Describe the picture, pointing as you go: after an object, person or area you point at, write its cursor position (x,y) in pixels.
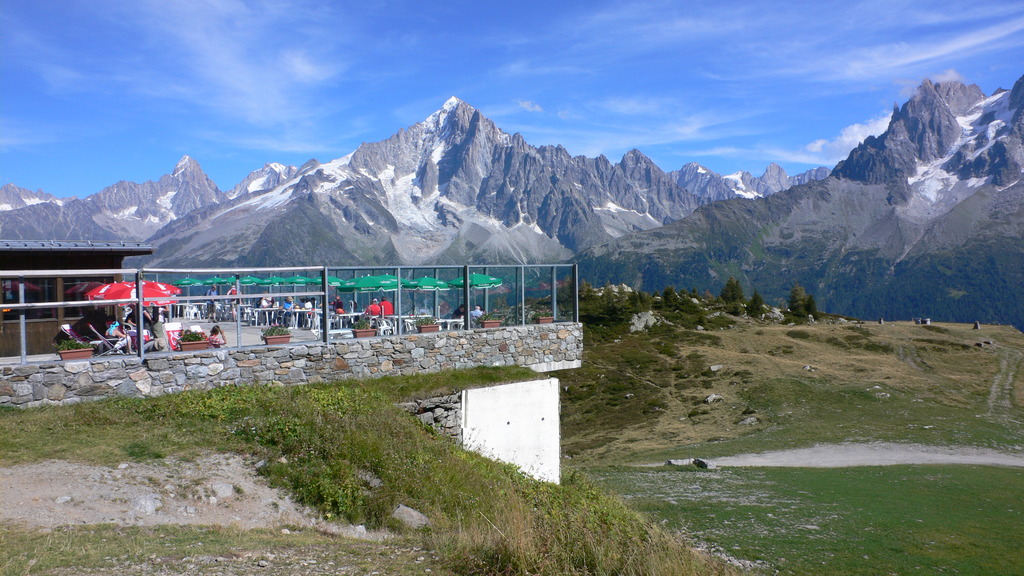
In this picture there are tables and chairs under the umbrellas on terrace (336,318), on the left side of the image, there are people (110,329) those who are sitting on the chairs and there is greenery (508,369) in the image and there are mountains (156,274) in the background area of the image (372,234).
